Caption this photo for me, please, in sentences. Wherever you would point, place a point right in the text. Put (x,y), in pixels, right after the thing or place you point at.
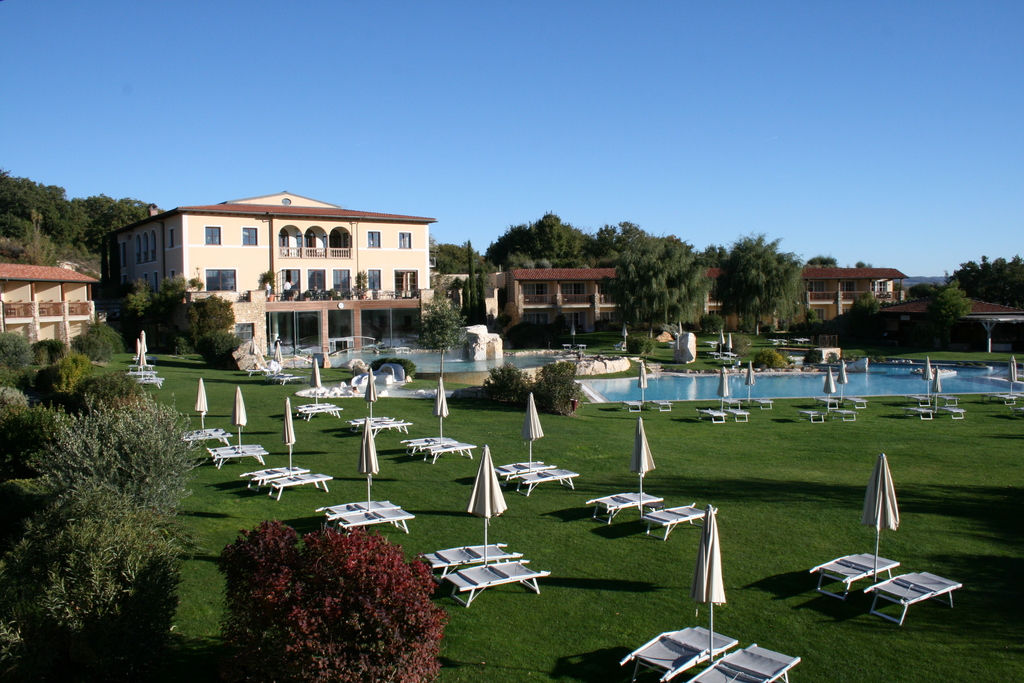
In this picture I can see number of white color things (477,483) in front (344,512) and they are on the grass (408,547) and I see the trees (60,470) on the left side of this image (90,567). In the background (55,284) I see number of buildings (291,306) and I see few more trees (1006,292) and I see the sky (373,148) on the top (504,90) and in the middle of this image (623,390) I see the pool (762,381).
